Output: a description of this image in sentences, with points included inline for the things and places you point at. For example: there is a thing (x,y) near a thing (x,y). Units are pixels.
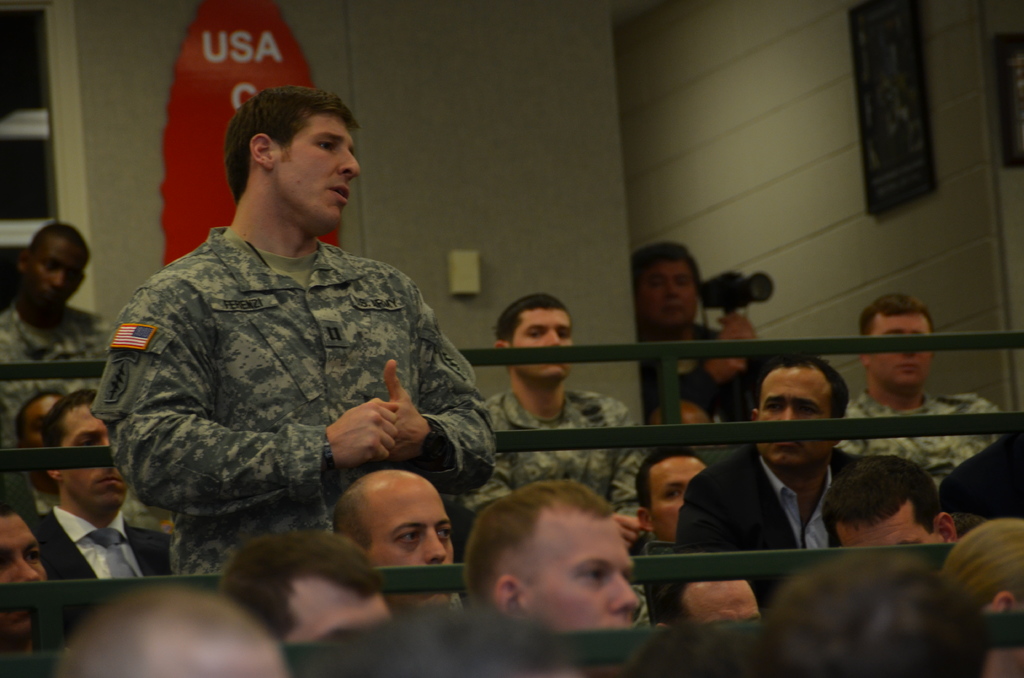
In this image there is an army personnel (318,420) standing, around the person (326,434) there are few other people (879,517) sitting on the chairs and there are metal rod fences (543,432), behind them there are photo frames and some other objects (229,109) on the wall (398,240).
